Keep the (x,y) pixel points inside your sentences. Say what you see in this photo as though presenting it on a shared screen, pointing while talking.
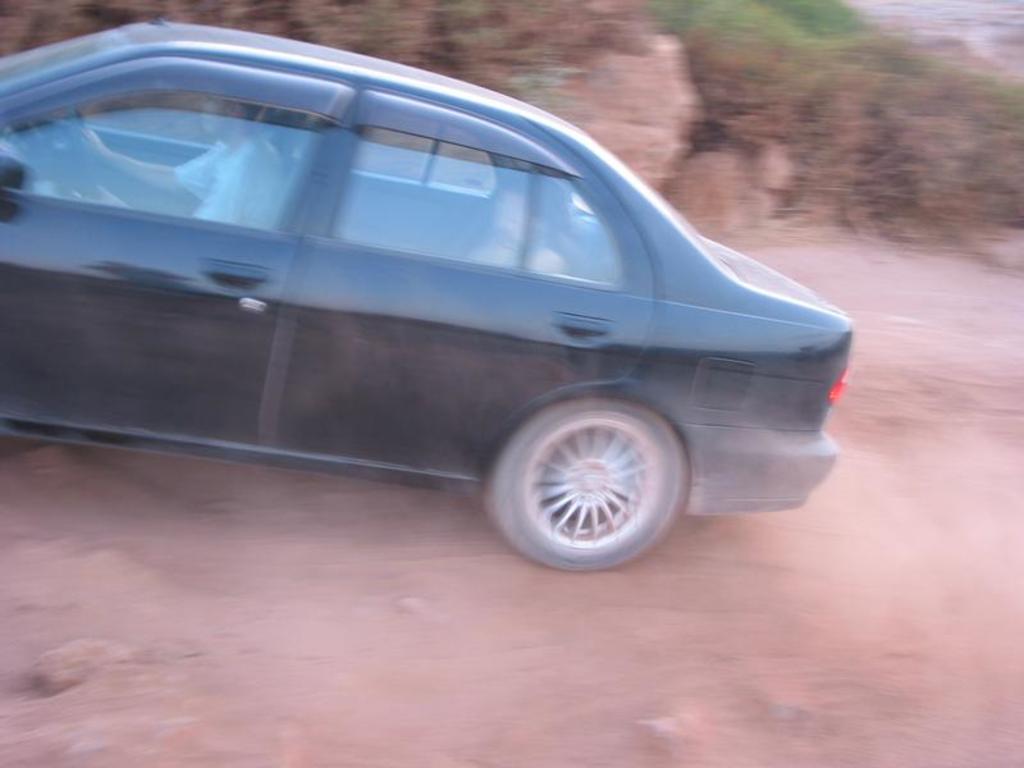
In the center of the image (358,335) we can see person (182,187) in car (607,469) on the road (574,612). In the background (872,56) we can see trees (928,112) and plants (866,110).
